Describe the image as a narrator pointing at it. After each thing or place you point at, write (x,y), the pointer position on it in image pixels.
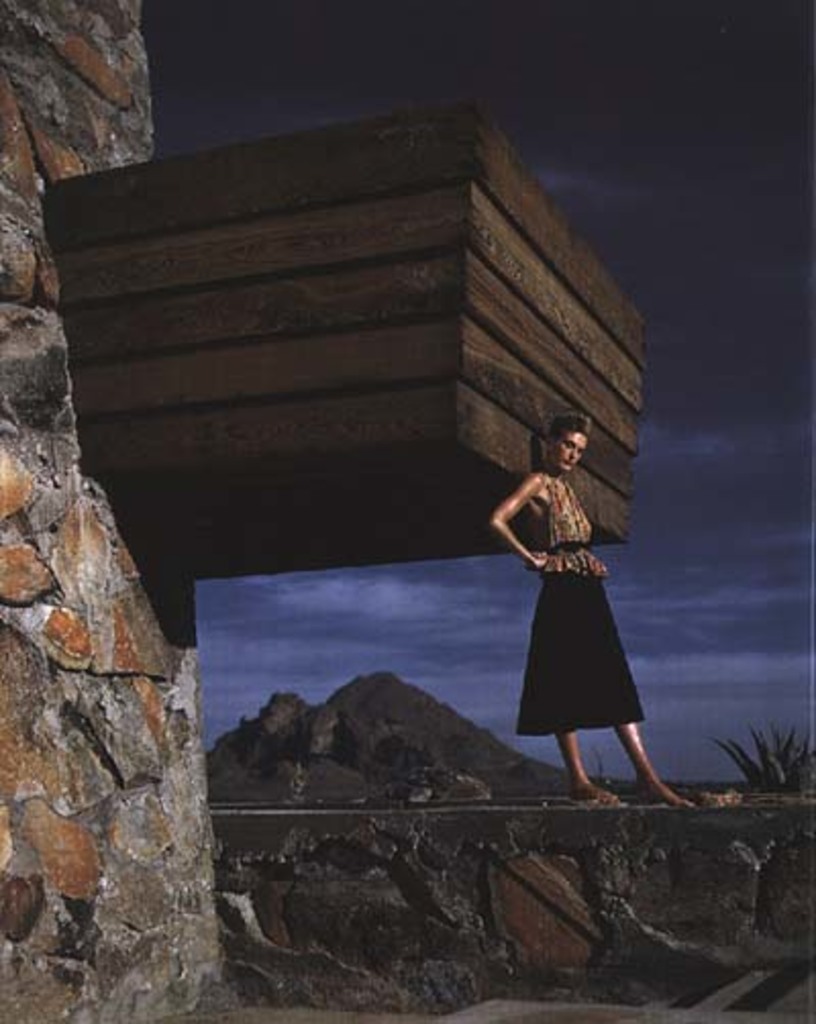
In this image I can see a woman (578,542) wearing brown and black dress (574,540) is standing and I can see few wooden blocks (417,426) and a huge structure (110,989) which is made up of rocks (103,12). In the background (213,789) I can see a mountain (351,722), a tree (772,768) and the sky (678,460).
